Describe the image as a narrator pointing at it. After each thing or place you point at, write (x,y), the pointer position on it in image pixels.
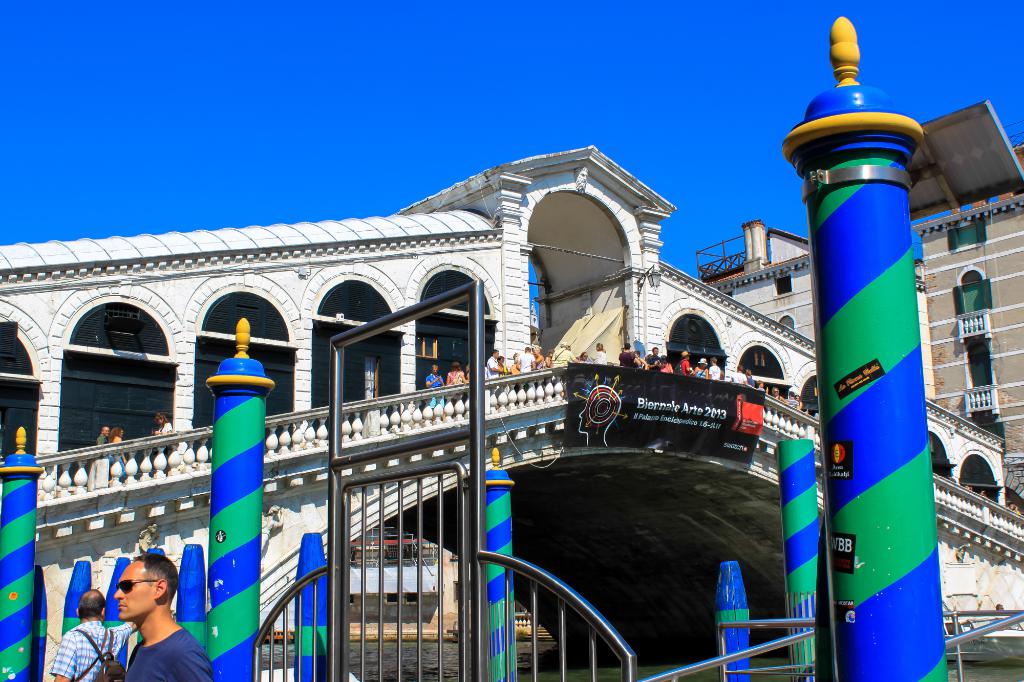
In this image we can see a bridge (502,406). On the bridge (549,406) we can see a group of persons (703,378) and a banner (654,439) attached to the bridge (703,468). On the banner (666,437) there is some text (703,424). Behind the bridge (687,478) there are few buildings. In front of the bridge (545,265) we can see the water (545,671), poles (865,537) and barriers (710,661). In the bottom left (122,579) there are two persons (178,651). At the top (452,102) we can see the sky (376,119).
